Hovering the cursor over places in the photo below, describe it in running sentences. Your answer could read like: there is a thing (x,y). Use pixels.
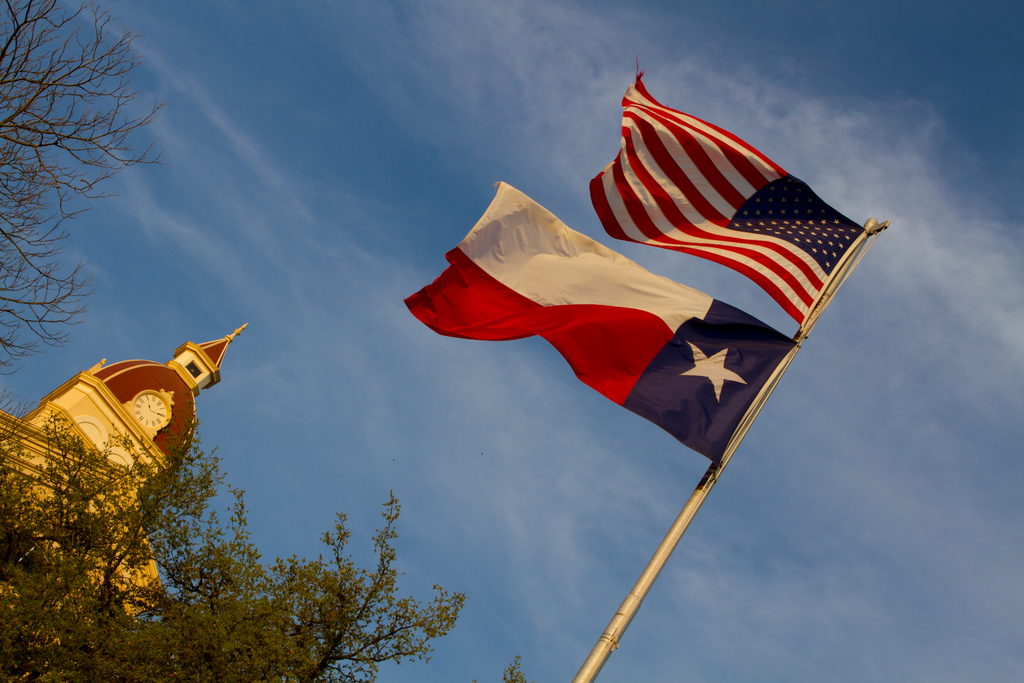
In this image we can see flags (764,341) and a pole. On the left side of the image (183,359) there are trees (26,606) and a building (150,425). In the background of the image (186,288) there is the sky (1015,77).
